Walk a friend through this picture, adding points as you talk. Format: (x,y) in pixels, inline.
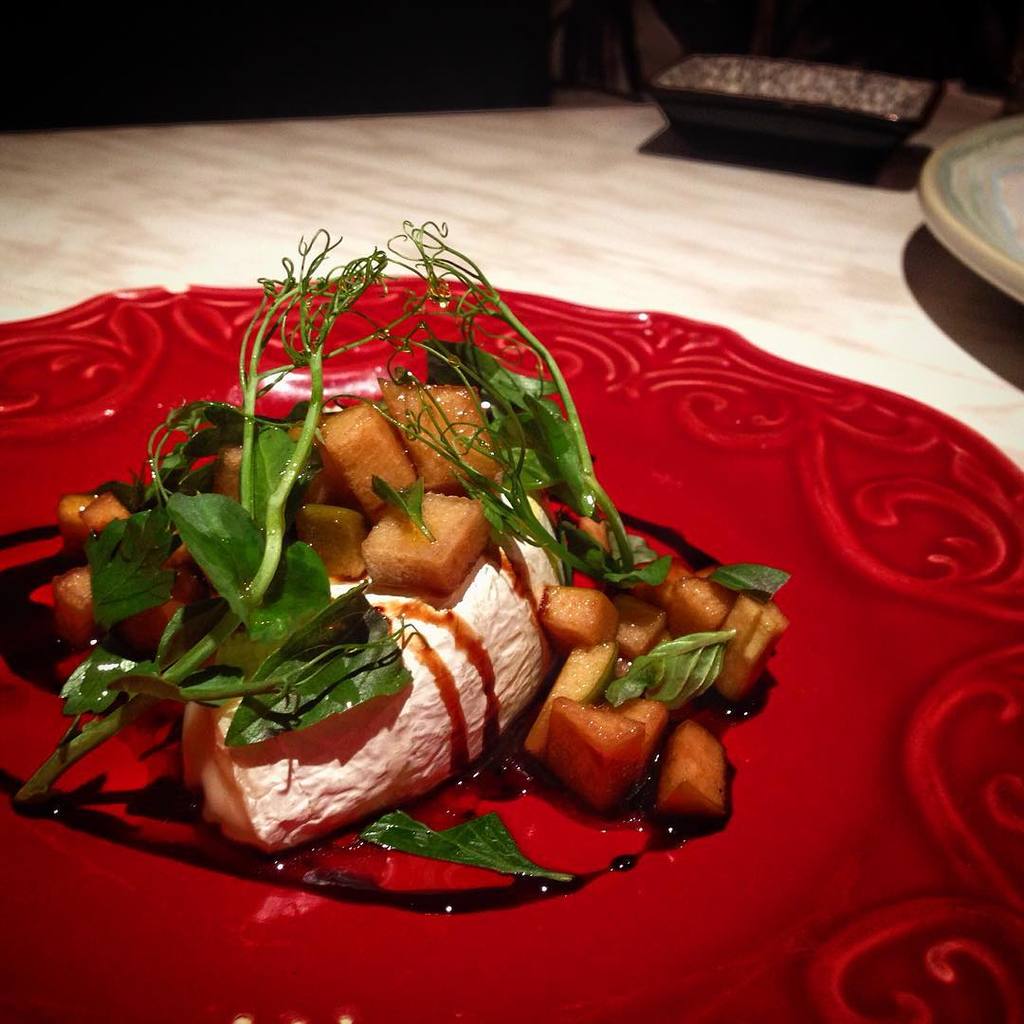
In the picture we can see a part of the table surface (734,274) with a red color plate (711,539) with some food item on it with some leafy garnish (80,698) and beside it, we can see a part of the plate (1004,164) and beside it we can see a small bowl (837,92).
